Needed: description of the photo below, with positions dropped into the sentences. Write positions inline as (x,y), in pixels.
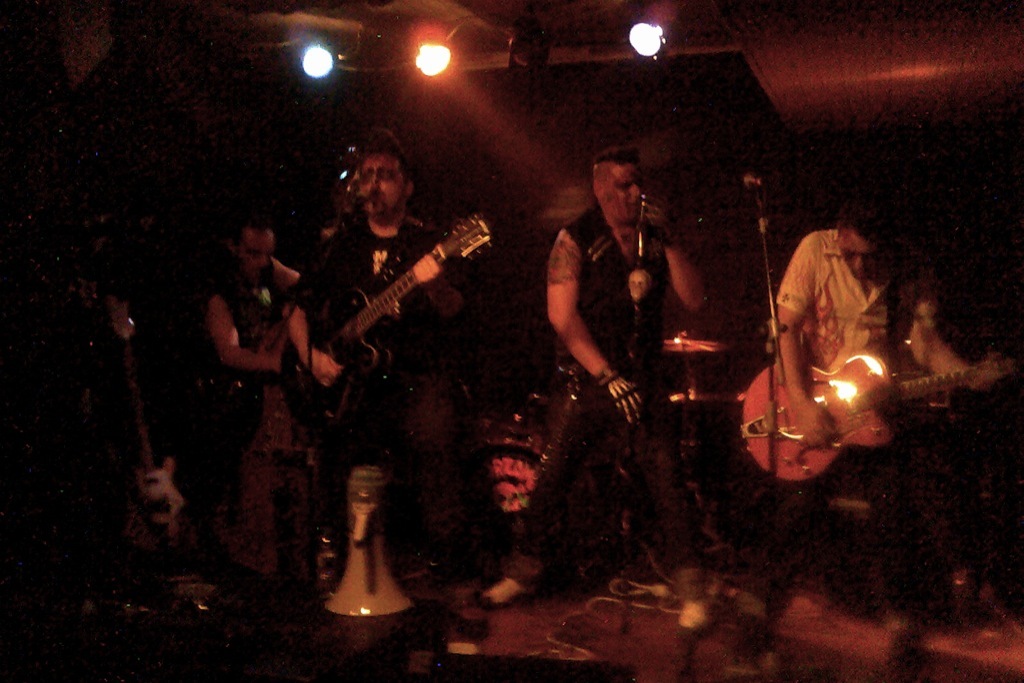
A rock band (287,372) is performing on a stage (177,577). In the band (816,492) two (827,342) are playing guitar (335,332) and one (618,176) is singing in between them. There is another man (248,375) playing an instrument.
